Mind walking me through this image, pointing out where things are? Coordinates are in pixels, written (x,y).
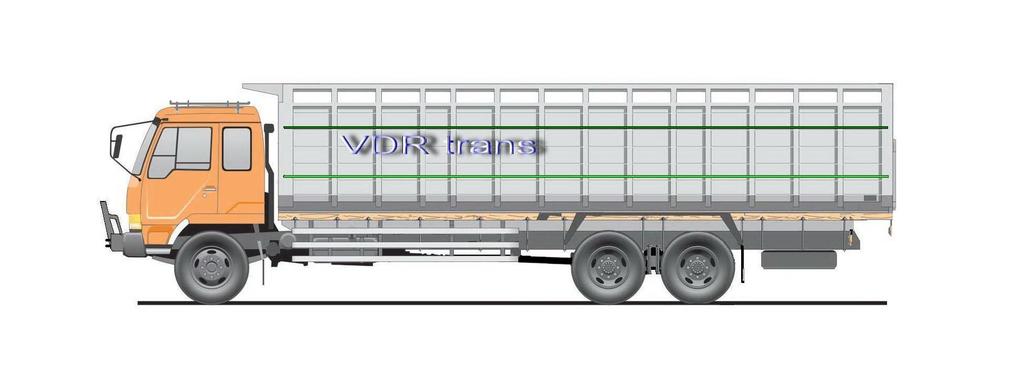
This is an animated image. Here we can see a vehicle (224,240) on the road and there is a text (386,156) written on the vehicle (435,146).
